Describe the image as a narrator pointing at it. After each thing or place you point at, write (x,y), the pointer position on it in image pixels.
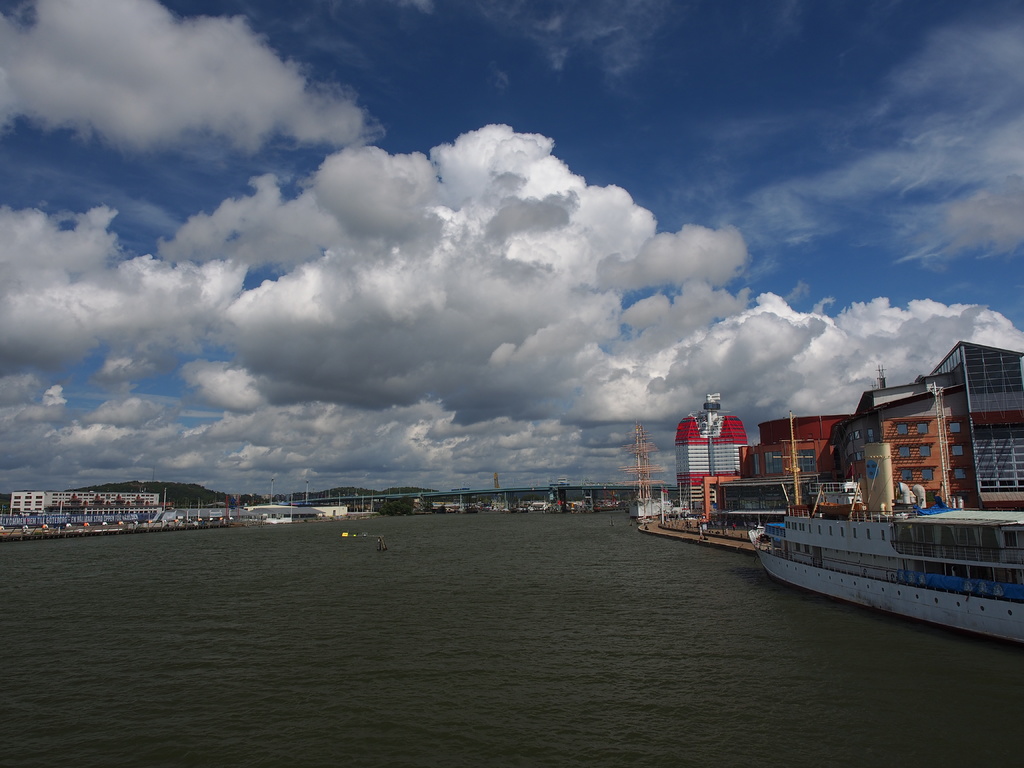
In this image we can see there is a ship (921,564) on the water (778,608). And there are buildings (907,432), poles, tower (690,489) and trees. At the left side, it looks like a bridge (591,492). At the top (473,190) we can see the cloudy sky (528,204).
